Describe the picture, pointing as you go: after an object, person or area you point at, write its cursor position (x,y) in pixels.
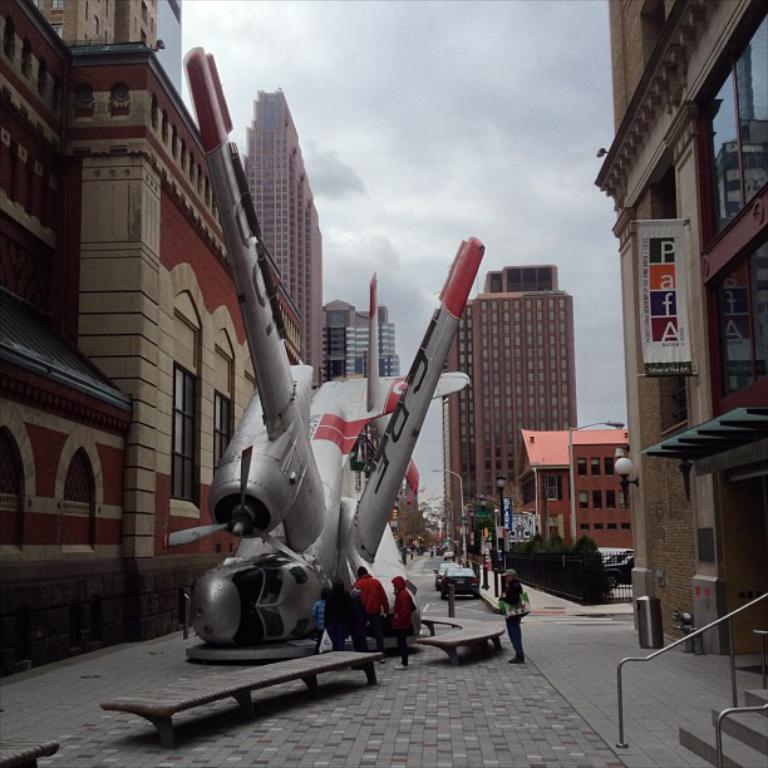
In foreground of the image (736,732) we can see road (413,693), stairs (742,738) and rods (737,713). In the middle of the image (381,400) we can see some persons (366,629), one person (509,579) is standing alone and carrying a bag (523,607), an aeroplane (292,482) is crashed, some cars (445,583) and building (597,510) are there. On top of the image (446,98) we can see the sky (446,98).
